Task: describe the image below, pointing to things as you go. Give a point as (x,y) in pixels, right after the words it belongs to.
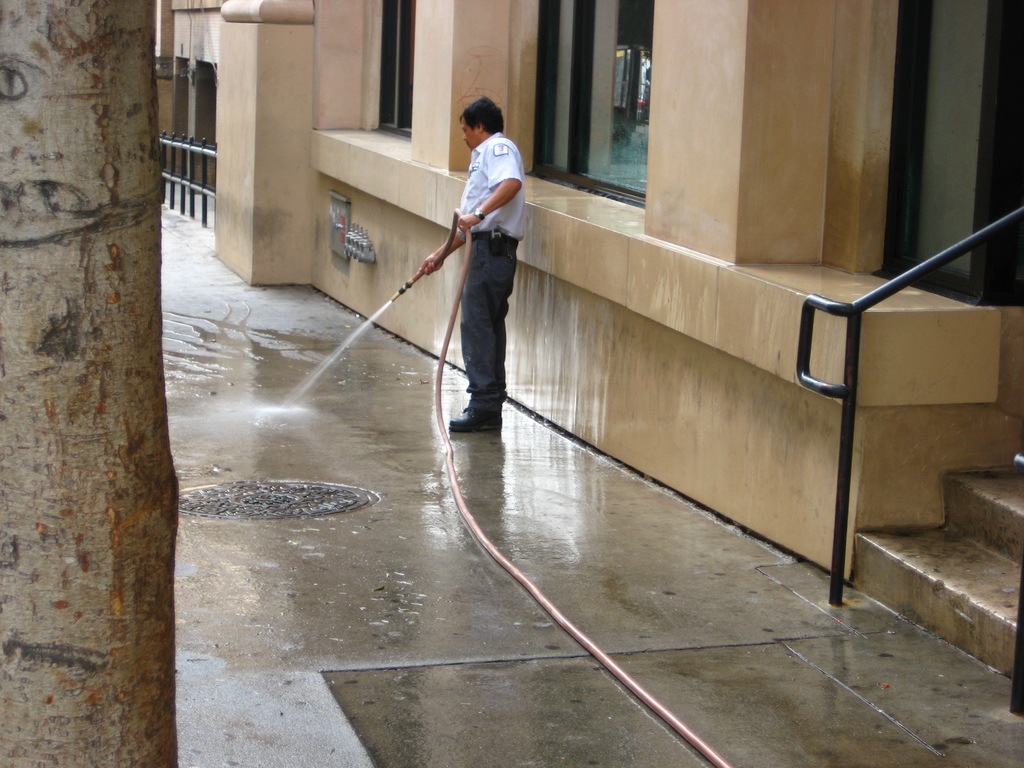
Here in this picture we can see a person (501,327) standing over a place (515,525) and he is holding a water pipe (453,241) in his hand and watering the floor (254,394) over there and on the left side (148,370) we can see trunk (154,357) of the tree (127,506) and on the right side (695,202) we can see windows (636,67) present on the building (591,65) over there and we can also see a railing (203,147) present over there.
